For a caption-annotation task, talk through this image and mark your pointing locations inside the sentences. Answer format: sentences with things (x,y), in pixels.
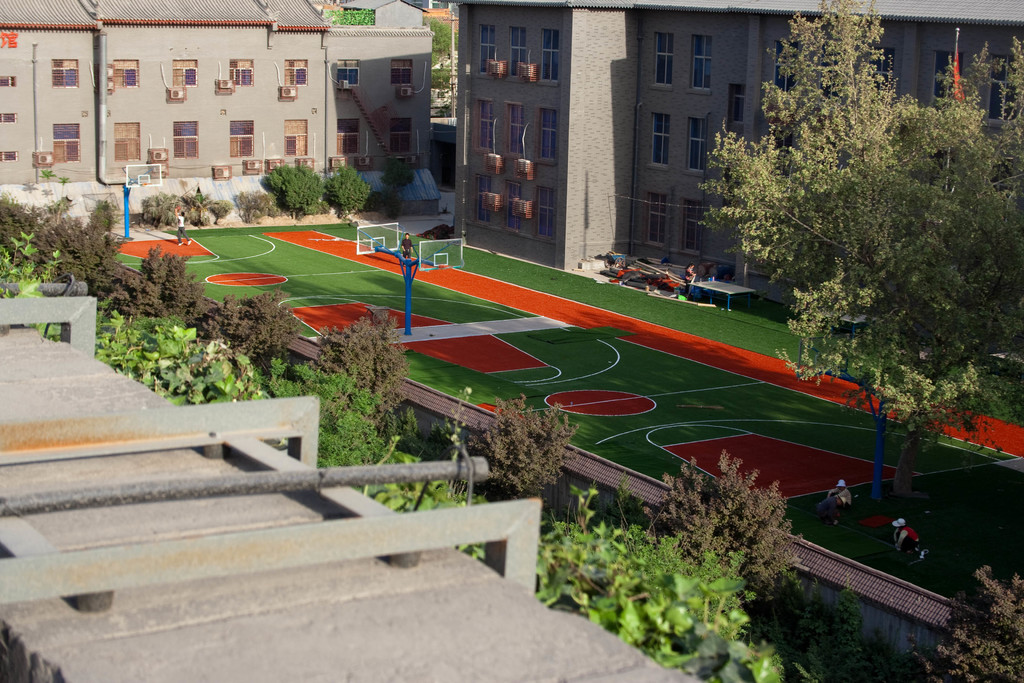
In the center of the image (459,347) we can see basketball court (413,252), ground (619,302), some persons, trees (331,450). In the background of the image (182,139) we can see buildings (315,137), windows (193,146), air conditioners (224,91), pipes (102,37), roofs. On the right side of the image (839,519) we can see two persons (845,494) are sitting on the ground (861,513) and wearing hat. At the bottom of the image (391,634) we can see the wall (494,624).
